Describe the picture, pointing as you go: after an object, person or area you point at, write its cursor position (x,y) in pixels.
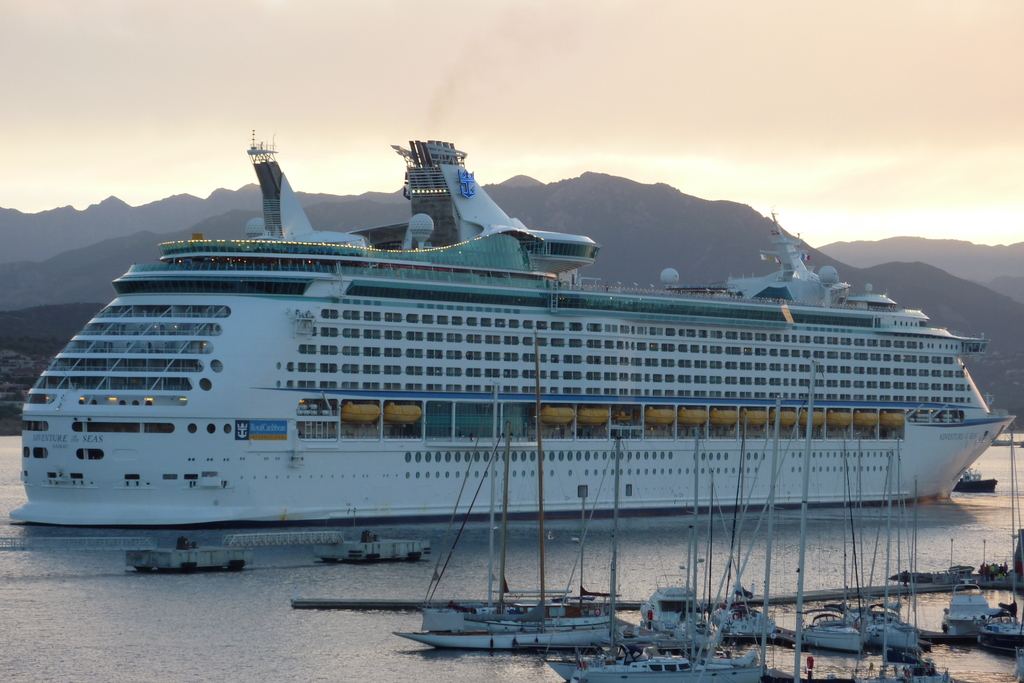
In the foreground of the picture (635,627) there are boats (670,604). In the center of the picture (468,275) there is a ship (488,368). In this picture there is a water body (51,603). In the background (979,261) there are hills (933,310).
